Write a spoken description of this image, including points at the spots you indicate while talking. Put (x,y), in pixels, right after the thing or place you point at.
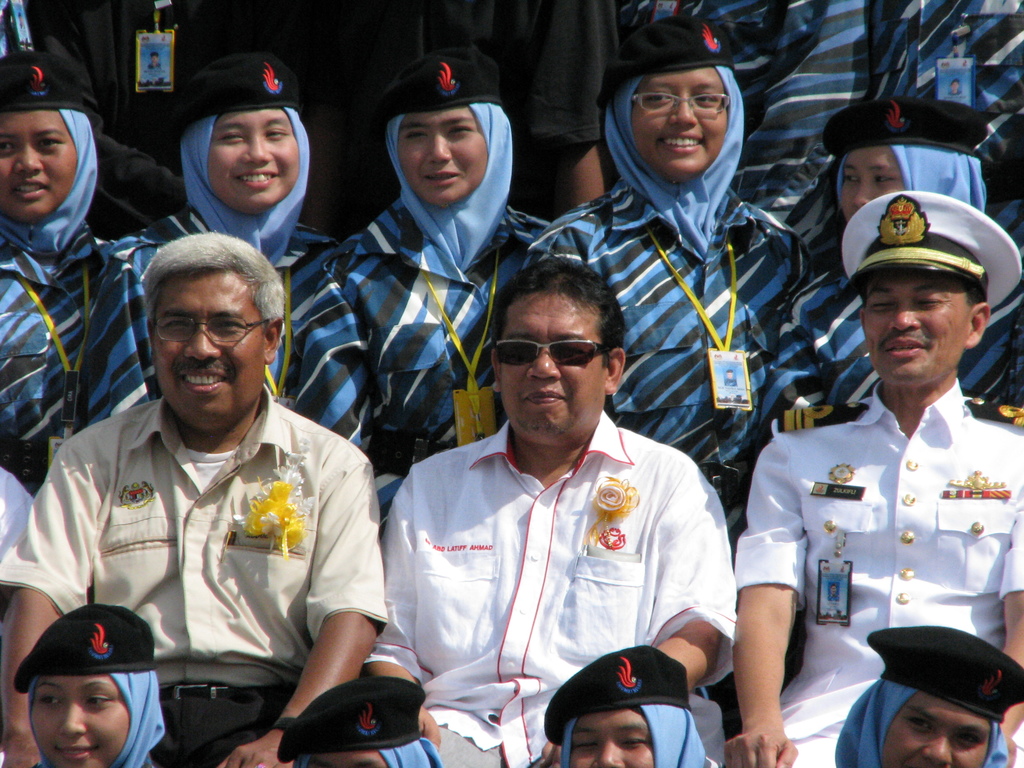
In this image, we can see a group of people (403,653). Few are sitting and standing. Few are wearing caps (973,702) and glasses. They are smiling.
